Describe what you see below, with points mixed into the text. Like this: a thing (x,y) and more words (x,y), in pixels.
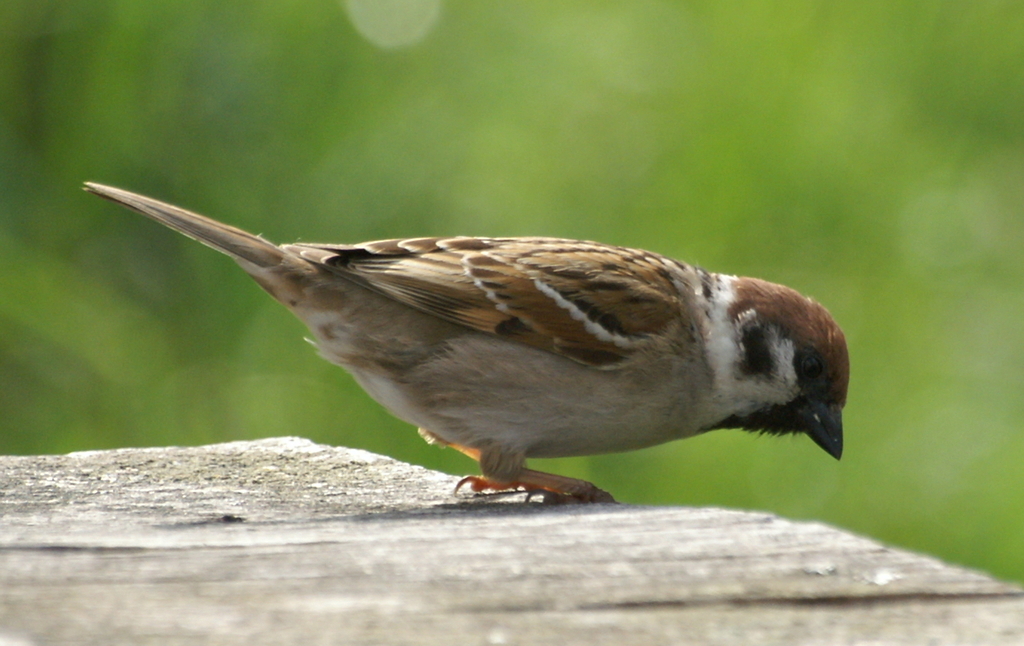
In this image, we can see a bird (519,377) is on the surface (408,508). Background there is a blur view. Here we can see green color.
